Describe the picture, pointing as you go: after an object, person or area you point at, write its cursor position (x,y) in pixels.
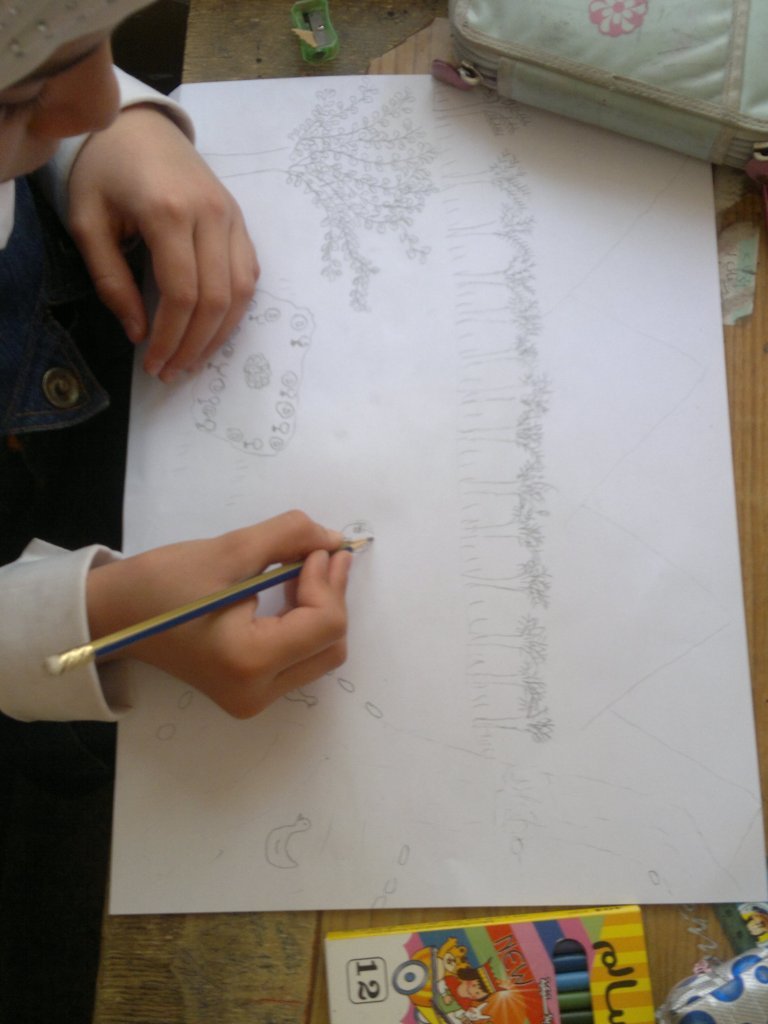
On the right side of the image (746,887) we can see table (303,967), on the table (303,967) we can see a paper (512,115), bag (616,109) and we can see a pencil box (477,927). On the left side of the image (155,352) a girl (83,408) is sitting and holding a pencil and drawing.
